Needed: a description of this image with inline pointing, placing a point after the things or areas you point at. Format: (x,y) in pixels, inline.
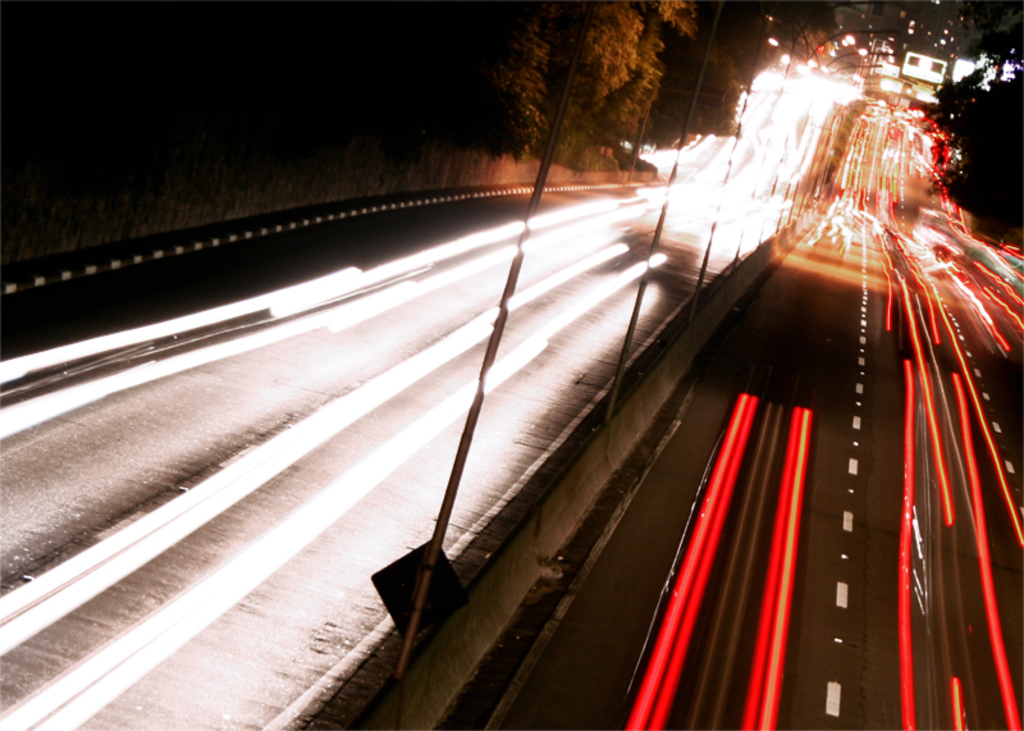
In this image we can see road (567,282). There are poles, trees (721,95), vehicles (790,140).
